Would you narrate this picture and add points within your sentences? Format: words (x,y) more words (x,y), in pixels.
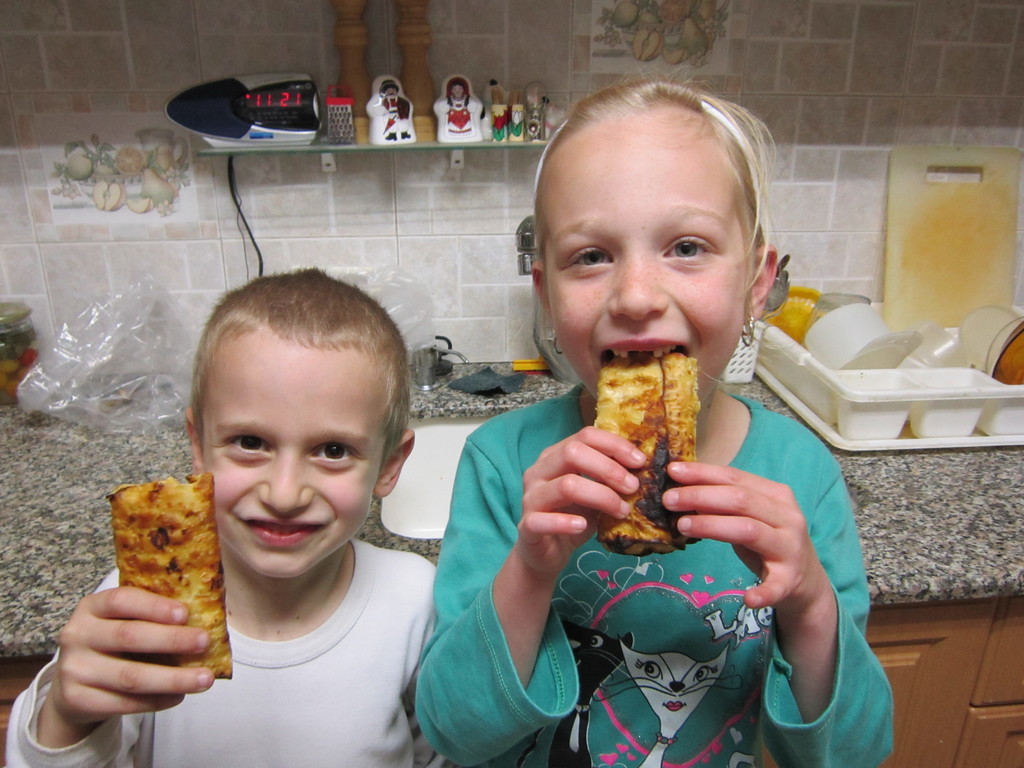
In this image I can see two people (587,727) holding the food items (650,500) which are in brown color. I can see these people (366,674) are wearing the white and green color dresses (382,660). In the back (428,444) I can see the sink (431,481). To the side there are plates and plastic cover (81,389) on the countertop (44,496). I can also see the toys (439,127), electronic gadgets (242,120) and some things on the shelf (444,147).
